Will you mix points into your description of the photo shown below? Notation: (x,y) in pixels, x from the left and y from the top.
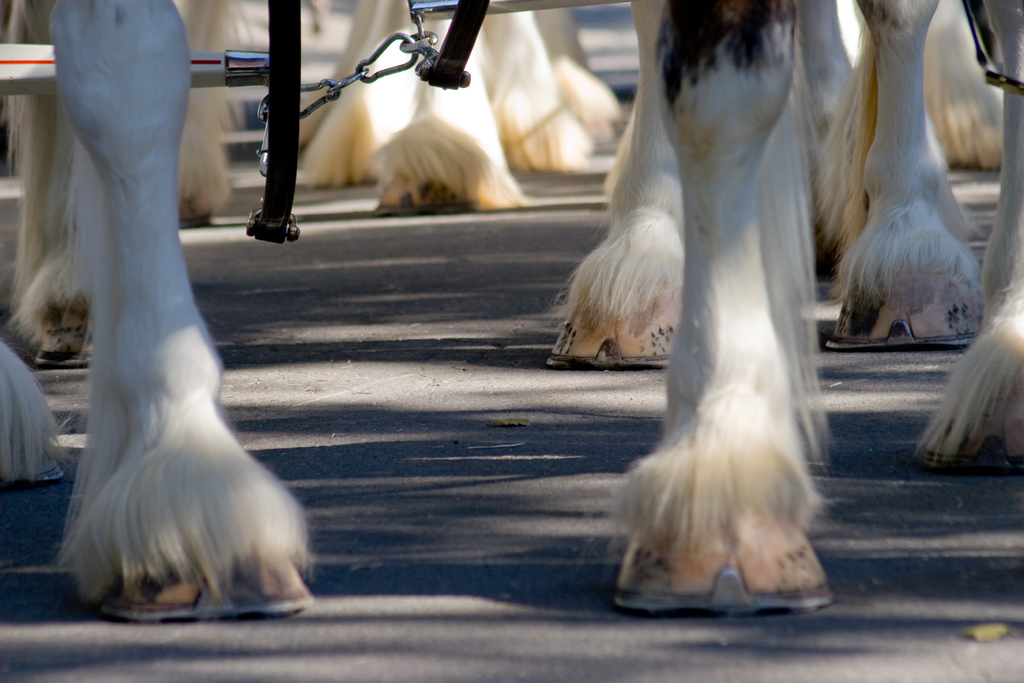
In this picture we can see legs (595,345) of few animals (622,358) and we can find few metal rods (415,19).
